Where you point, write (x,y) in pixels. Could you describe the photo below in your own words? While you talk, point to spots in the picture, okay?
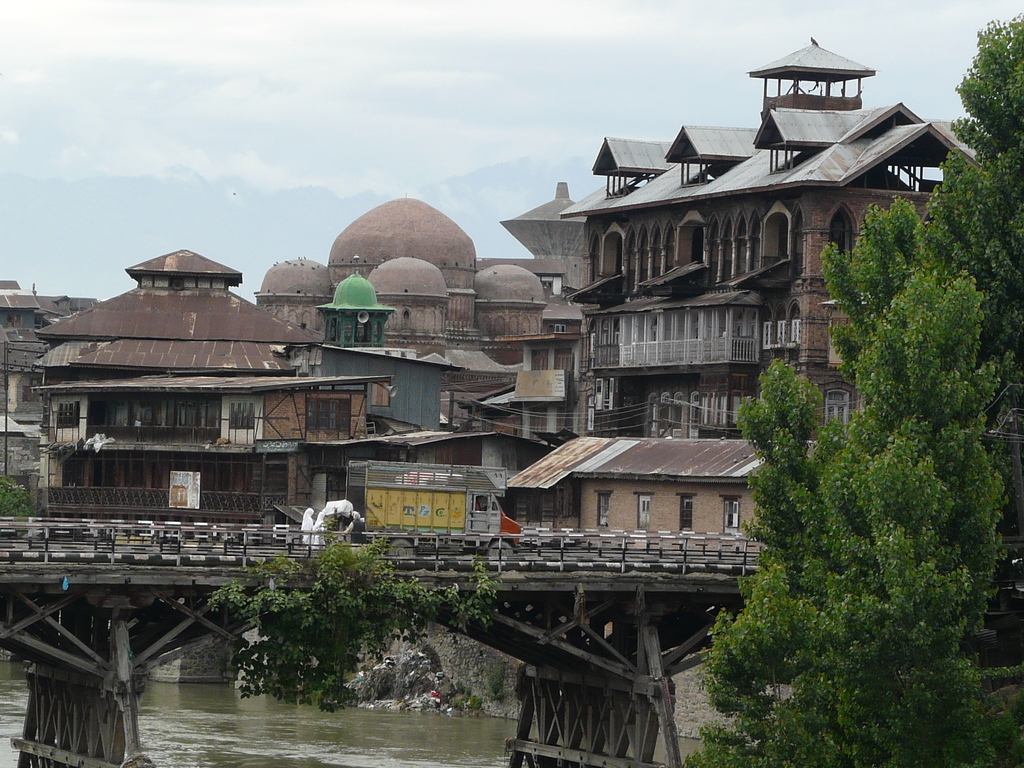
In this image I can see number of buildings (599,350), few trees (343,559), water (418,767) and over the water (206,692) I can see a bridge (607,578). I can also see a vehicle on the bridge (128,592). In the background (82,129) I can see clouds (286,88) and the sky (206,88). In the centre of the image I can see a speaker (363,313) on the building (372,323).
